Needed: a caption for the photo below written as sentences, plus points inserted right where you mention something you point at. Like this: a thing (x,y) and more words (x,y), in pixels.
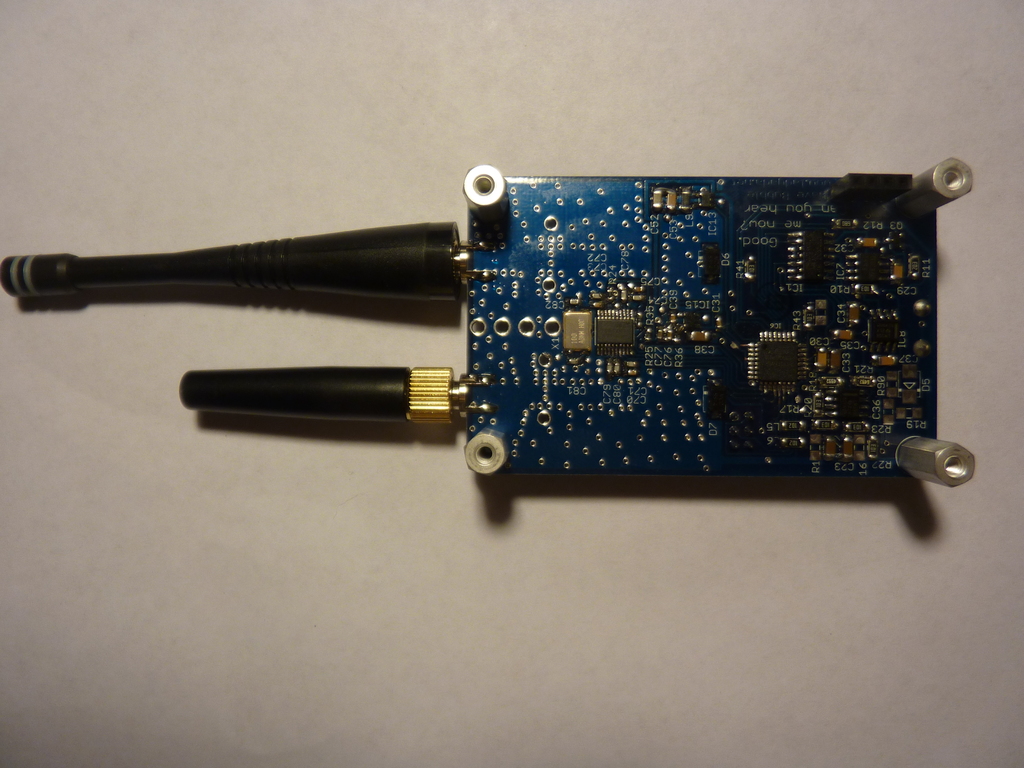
In this picture I can see some objects (571,341) on a surface (344,578).
